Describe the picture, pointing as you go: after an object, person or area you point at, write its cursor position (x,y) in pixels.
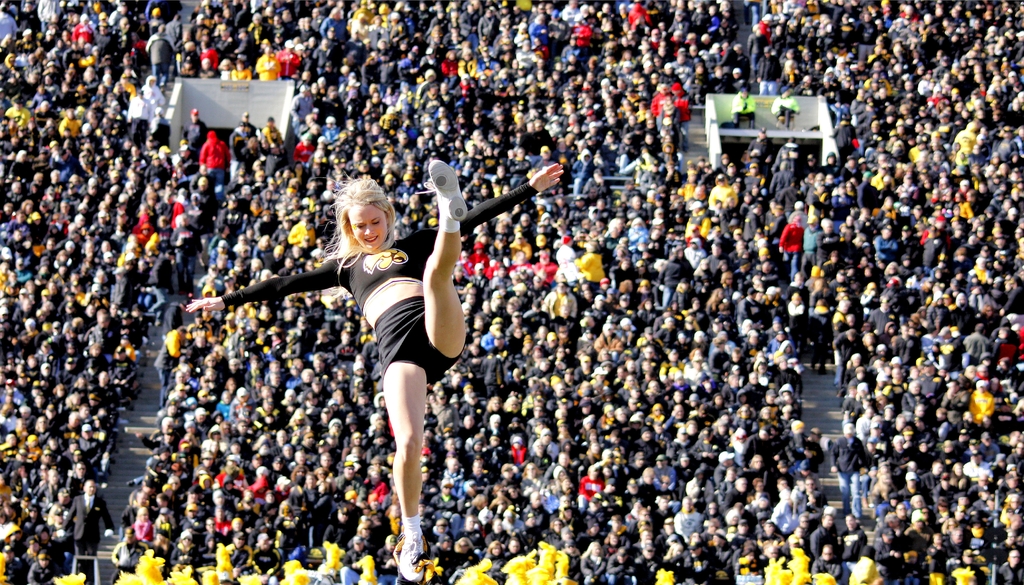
In the middle of the image (401,287) there is a woman (401,287) wearing black color dress (374,280) and jumping. At the bottom (595,508), I can see a crowd of people (734,348) looking at this woman (398,339). Few people (567,360) are sitting and few people (840,446) are standing.
